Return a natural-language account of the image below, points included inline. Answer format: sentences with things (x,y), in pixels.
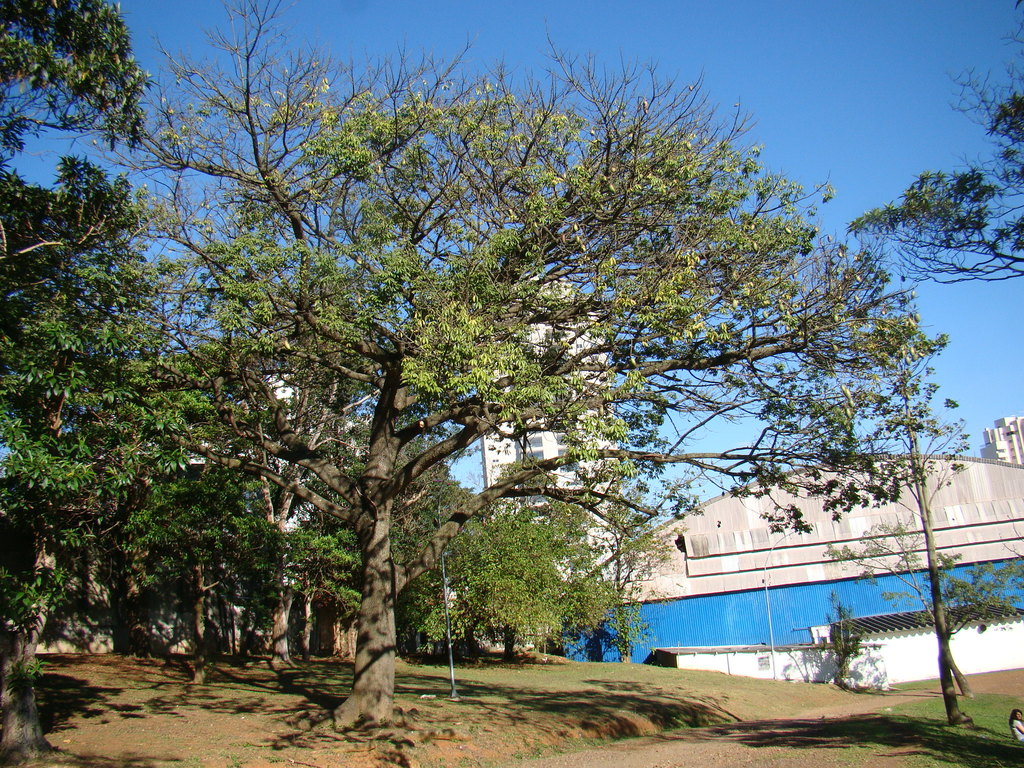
This image is taken outdoors. At the bottom of the image (821,711) there is a ground (838,754) with grass (277,699) on it. On the left side of the image (22,186) there are many trees (726,358). On the right side of the image (891,675) there are a few buildings (659,533) and a house (812,637) with a few walls (813,513), windows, doors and roofs (899,630) and there are a few trees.
